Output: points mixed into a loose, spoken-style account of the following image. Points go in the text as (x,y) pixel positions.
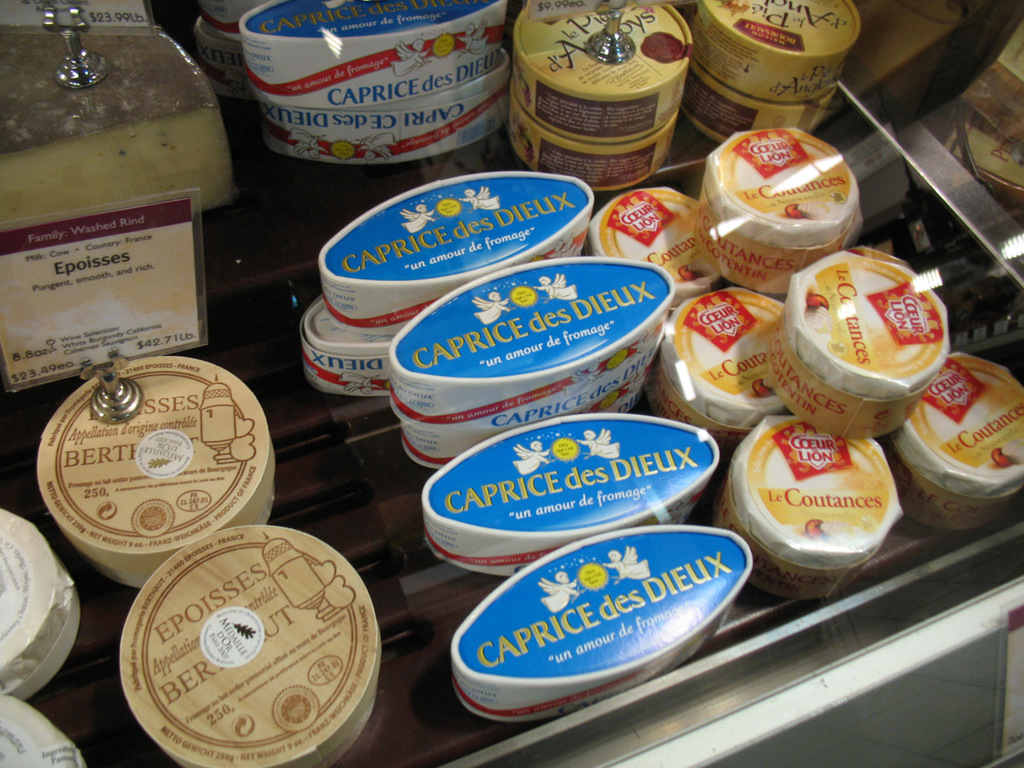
There are boxes (482,106), which are placed inside the glass container (212,258) and there are price tags (164,207) on it.
